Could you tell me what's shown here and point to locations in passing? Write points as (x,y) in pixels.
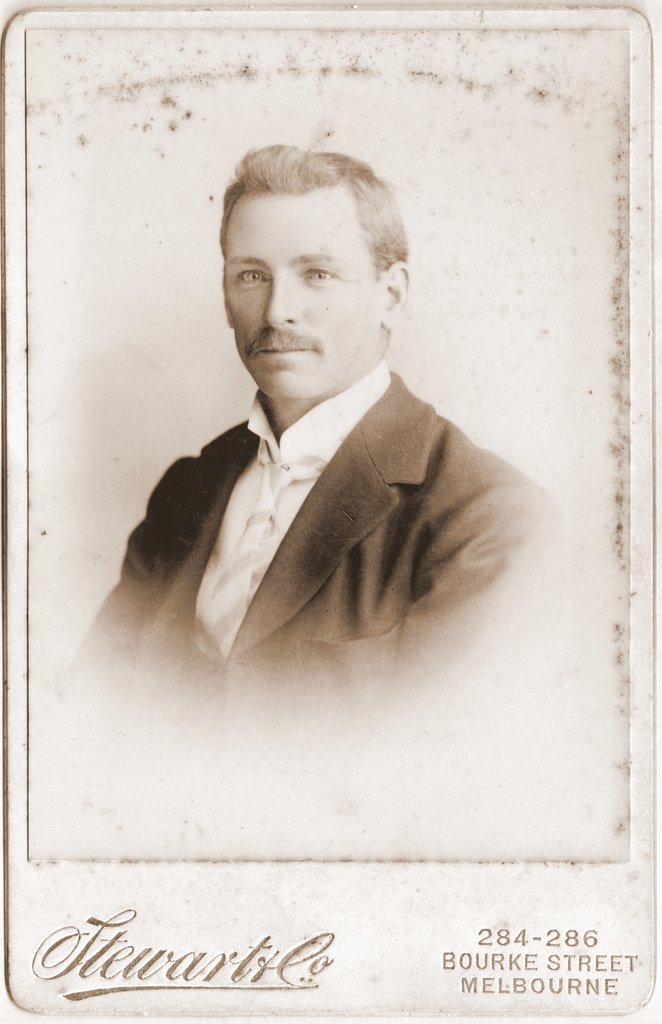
This image is a photograph. In this we can see a man (147,577). At the bottom (511,965) there is a text (488,968).
